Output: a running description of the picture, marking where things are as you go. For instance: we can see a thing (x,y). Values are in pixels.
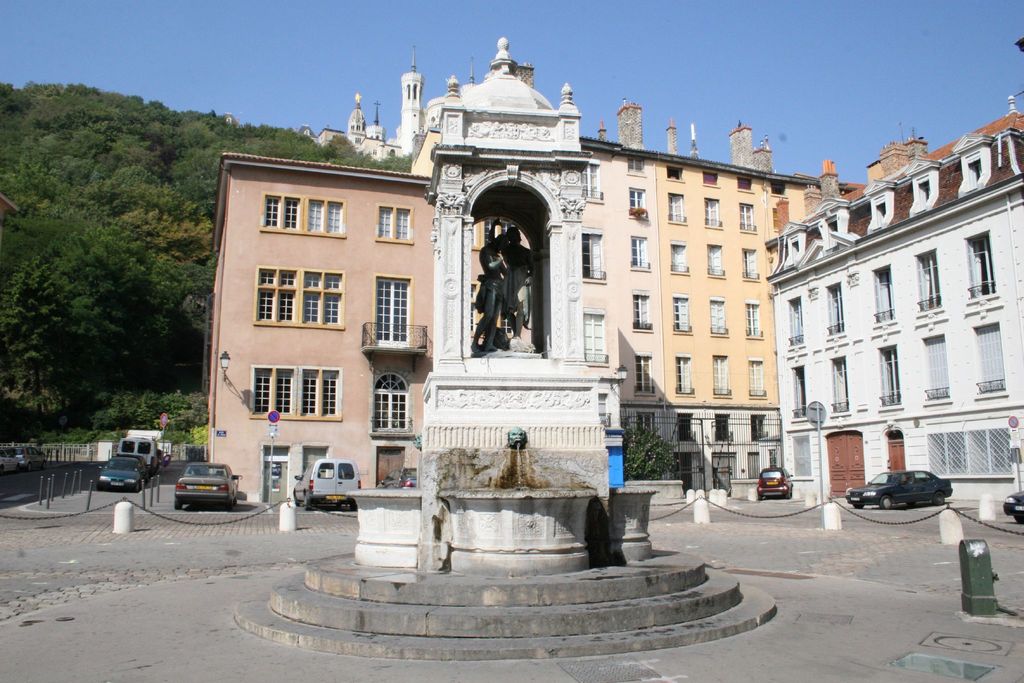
This is an outside view. In the middle of the image (533,359) there is a statue (483,293) on a pillar (494,387). It seems to be a monument (456,501). In the background (187,229) there are few buildings (314,242) and trees (73,208) and also I can see few cars (318,497) on the ground (89,555). At the top of the image (632,46) I can see the sky (746,48).
